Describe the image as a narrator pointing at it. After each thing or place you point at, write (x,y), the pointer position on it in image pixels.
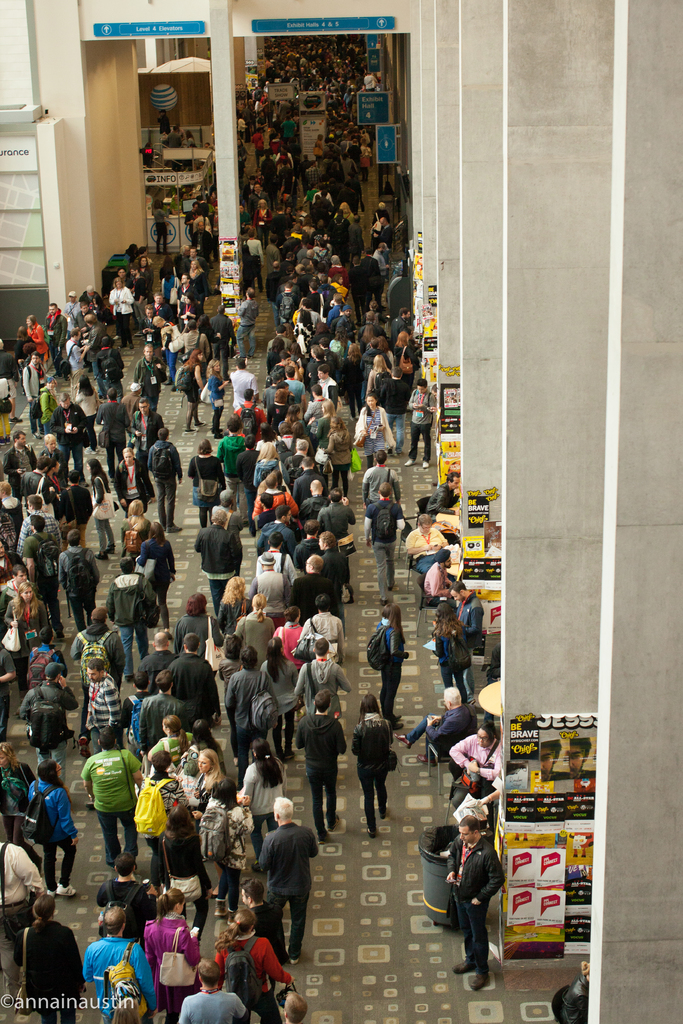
In this picture we can see a crowd of people (293,202) on the path (303,822). There is a watermark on the left side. A poster (519,895) is visible on a pillar (519,887) on the right side (522,811). We can see a few boards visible in the background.
